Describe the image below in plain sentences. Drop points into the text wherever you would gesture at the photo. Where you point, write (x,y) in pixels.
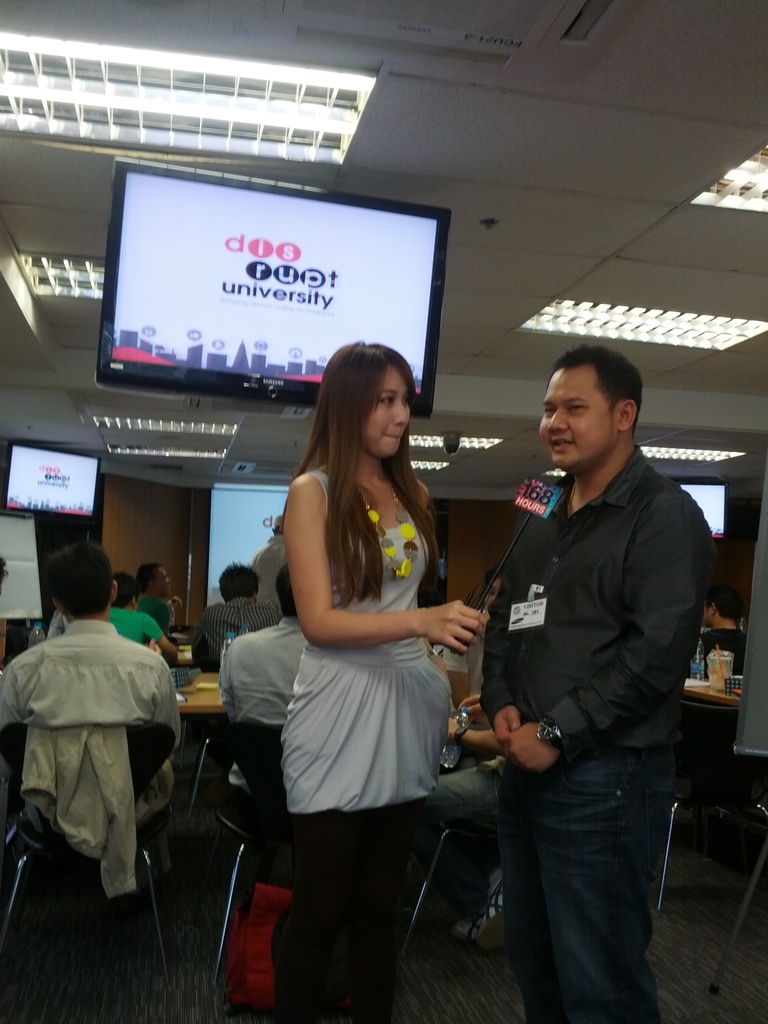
In front of the image there is a man (570,479) and a woman (410,584) standing, the woman (439,636) is holding a mic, behind them there are a few other people (282,697) sitting on chairs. In front of them on the tables (217,704) there are some objects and there is a bag (259,943) on the surface (220,853). In the background of the image (255,540) there is a screen (236,546). At the top of the image (242,325) there are monitors (237,378) and lights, beside the screen (214,543) there is a board (37,566), behind the person (686,543) there is a board (754,716).
